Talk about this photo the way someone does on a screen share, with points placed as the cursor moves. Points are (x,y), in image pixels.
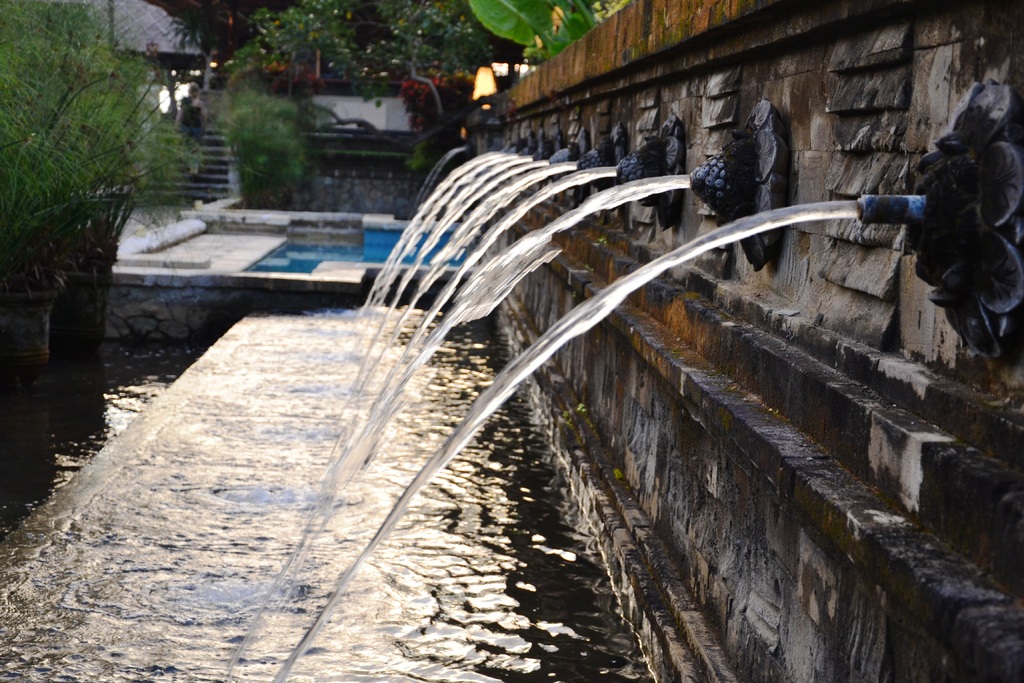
In this picture I can see the water (424,664) is flowing, on the right side (748,311) there is a wall (755,390). On the left side (130,157) there are trees (278,120).
